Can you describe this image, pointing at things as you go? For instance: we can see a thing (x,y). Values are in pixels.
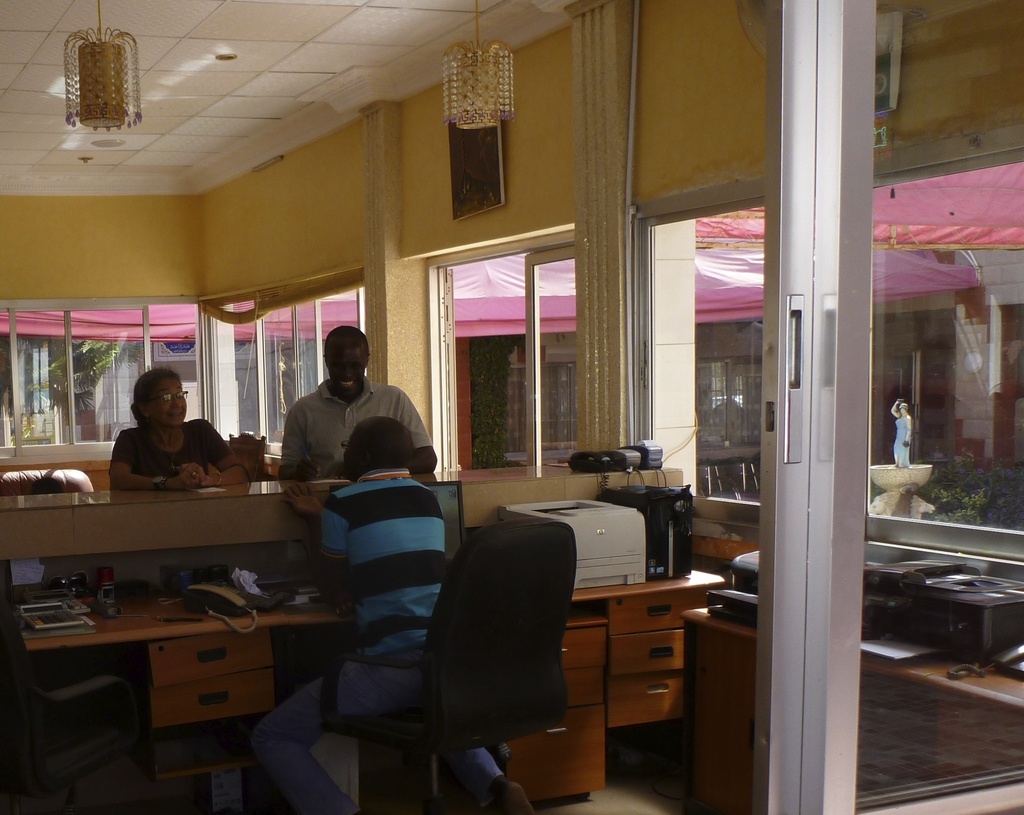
It is a room (213,239) it looks like a reception (386,507), one person (426,567) wearing blue and black shirt (412,630) is sitting and talking to the people (377,385) who are standing in front of him, there is table (149,576) and on the table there is a monitor (456,491), printer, some books (62,631), a telephone (206,601), in the background (112,336) there are some windows (232,342) and outside that there is a pink color tent (492,287).
